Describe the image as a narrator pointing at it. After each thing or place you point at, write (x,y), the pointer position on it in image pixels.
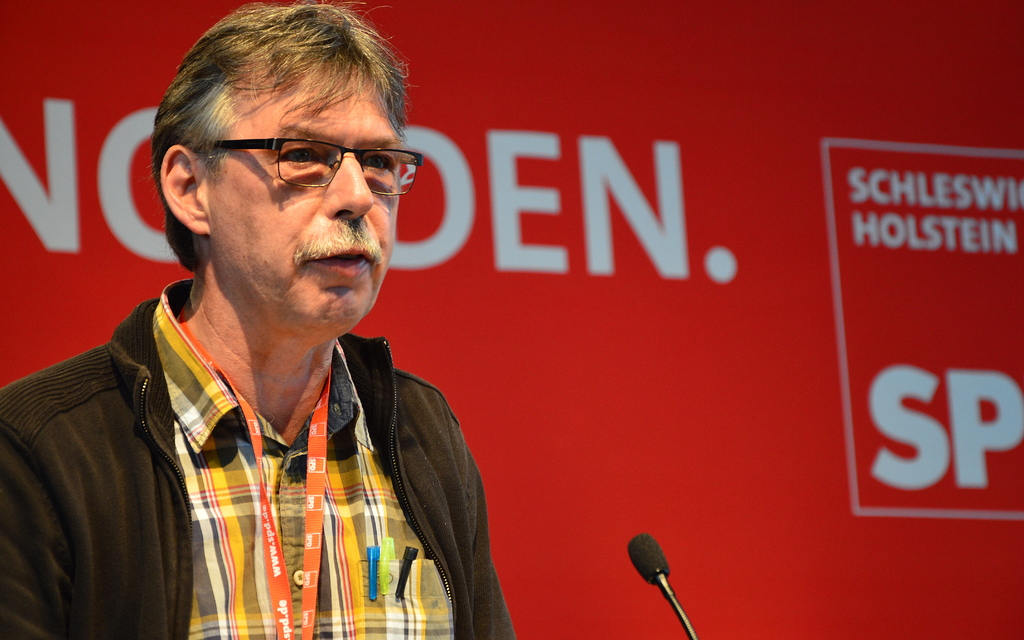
In this picture I can see a man (205,491) standing and speaking with the help of a microphone (677,599) and I can see a board (554,152) with some text (60,134) in the background (755,242) and man (189,125) wearing a tag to his neck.
